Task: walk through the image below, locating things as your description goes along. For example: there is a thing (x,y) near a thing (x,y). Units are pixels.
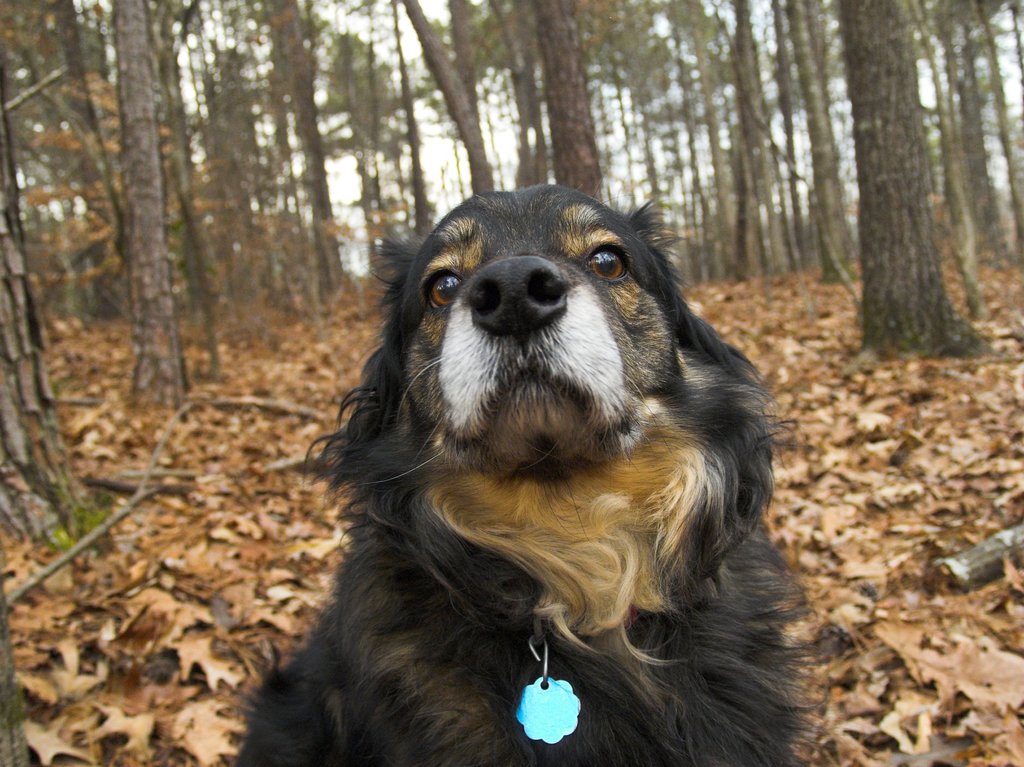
In the picture I can see dog (577,493) on the dry leaves (228,635), behind we can see so many trees (283,198) and dry leaves (213,660).
